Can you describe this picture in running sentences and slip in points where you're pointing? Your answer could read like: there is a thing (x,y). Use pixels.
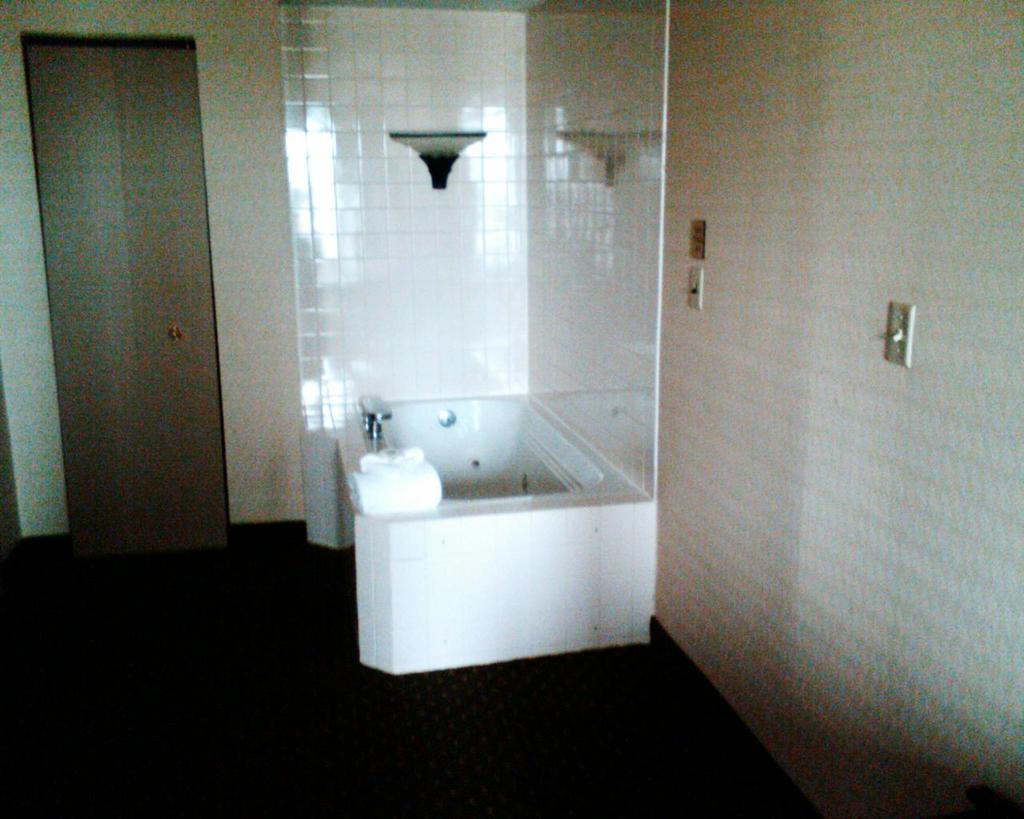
This picture looks like a restroom (414,315) and I can see a bathtub (493,462) and I can see a door (98,252) on the left side (58,251) and I can see couple of switches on the wall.
